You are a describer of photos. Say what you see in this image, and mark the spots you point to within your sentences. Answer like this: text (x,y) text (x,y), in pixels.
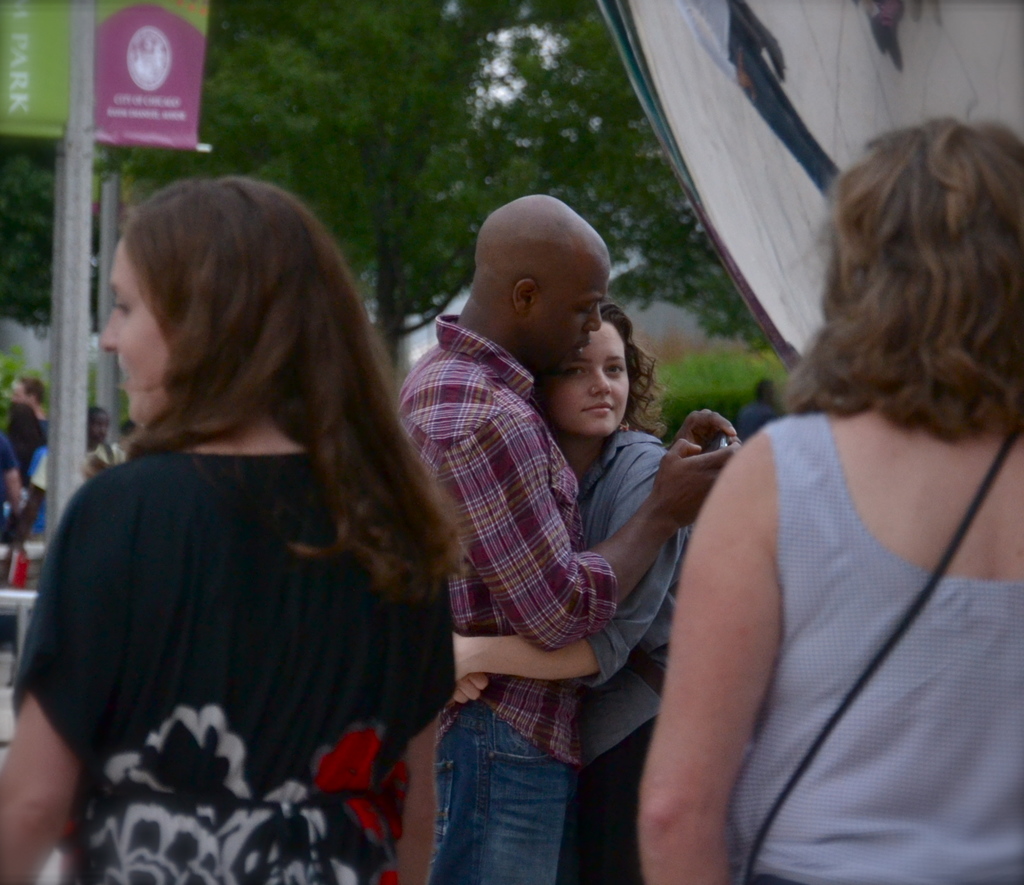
This image is taken outdoors. In the background (434,151) there is a tree (413,95) and there are a few plants (705,372). In the middle of the image (444,543) there are three women (396,437) and a man (531,534) and he is holding a mobile phone (710,446) in his hand (686,492). On the left side of the image (29,78) there is a board (137,34) with a text (16,91) on it and there are a few people (3,435).
